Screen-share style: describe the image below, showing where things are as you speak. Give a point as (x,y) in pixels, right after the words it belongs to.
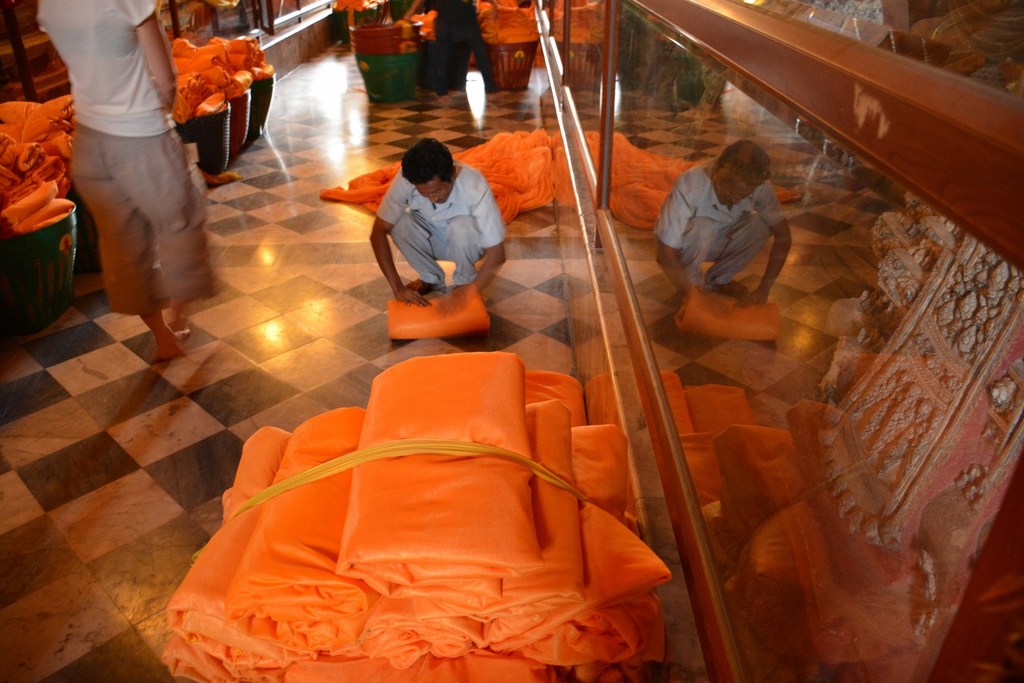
On the right (821,564) we can see glass doors (740,150), on the doors (805,247) we can see the reflection (744,164) of pillar (924,486) and a person (759,170). In the middle of the picture (439,359) we can see carpets (356,488), floor (357,362) and a person (471,229). On the left (113,150) there are carpets (67,150), boxes (71,216) and a person (141,96). In the background (362,42) we can see carpets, boxes (379,30), wooden objects (296,7) and floor (287,99).
